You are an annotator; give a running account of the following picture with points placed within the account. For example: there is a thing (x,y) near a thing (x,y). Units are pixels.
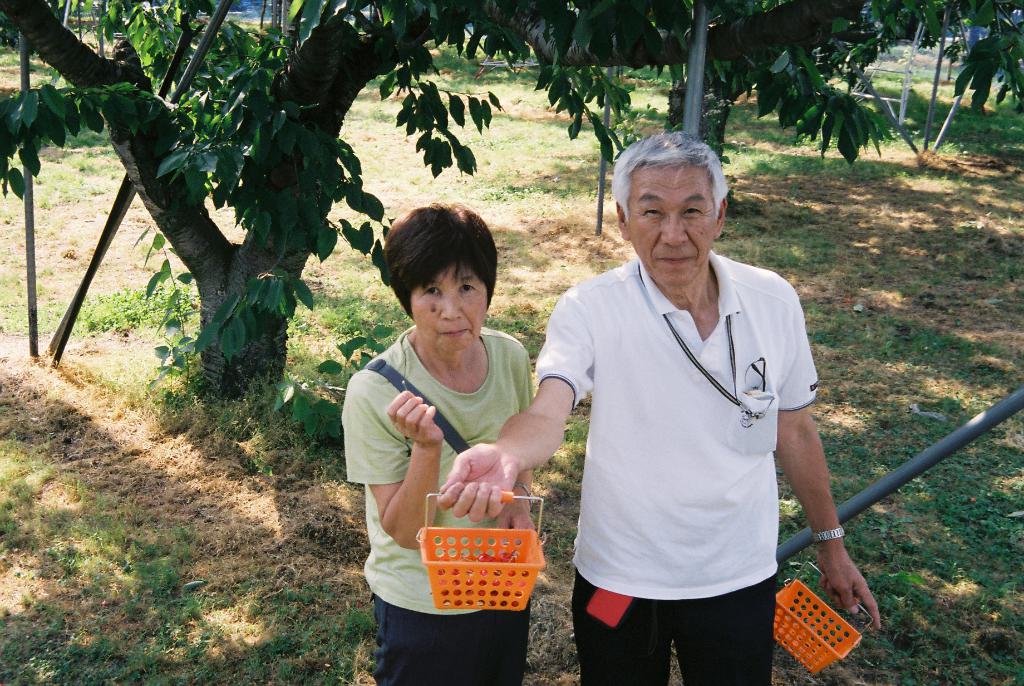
In this image we can see a man (608,313) and a woman (483,310) standing on the ground (571,425). In that a man (579,385) is holding the baskets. We can also see grass (957,467), some poles (870,493) and trees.
